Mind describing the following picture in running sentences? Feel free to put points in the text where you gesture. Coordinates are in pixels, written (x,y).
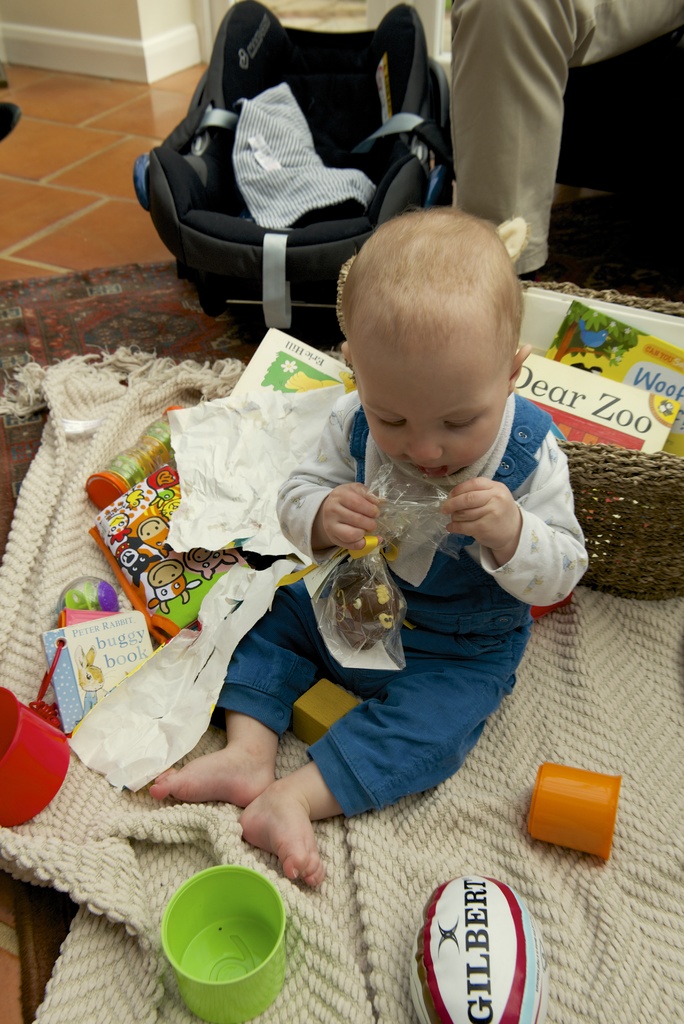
Here I can see a boy (433,738) sitting on bed sheet (399,859) which is placed on the floor (14,948). This boy (341,526) is holding an object (365,540) in the hand (350,527), around him I can see some toys (234,914) and at the back (629,479) there is a basket (623,531) in which I can see some books (574,394). On the top of the image (542,70) I can see a person (495,96) is sitting on a couch (616,123). Beside this person (489,72) there is a black color car seat (330,88). On the left side (68,315), I can see a mat (91,305) on the floor (67,204).
